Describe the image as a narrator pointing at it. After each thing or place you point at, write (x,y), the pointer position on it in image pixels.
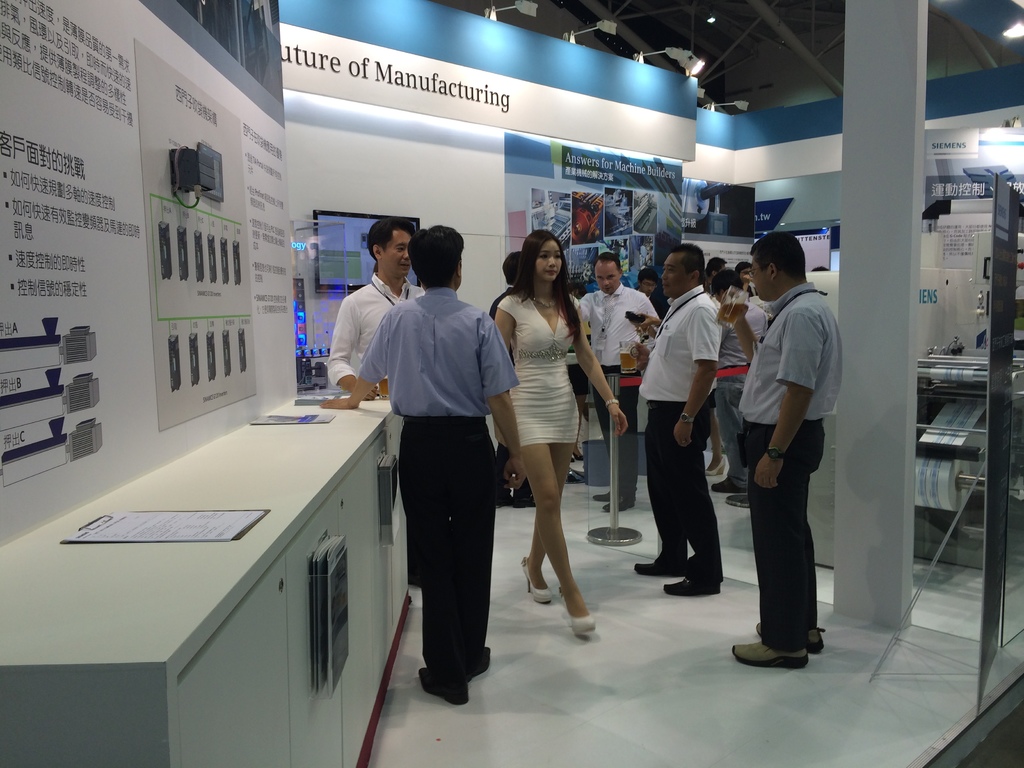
This image is clicked inside a room (579,533). There are so many persons (656,487) in the middle (436,478). There is a woman (553,268) in the middle (547,280). She is walking. There are exam pads (205,533) and papers (176,521) on the left side (186,533). There is light (678,67) at the top (698,68).
